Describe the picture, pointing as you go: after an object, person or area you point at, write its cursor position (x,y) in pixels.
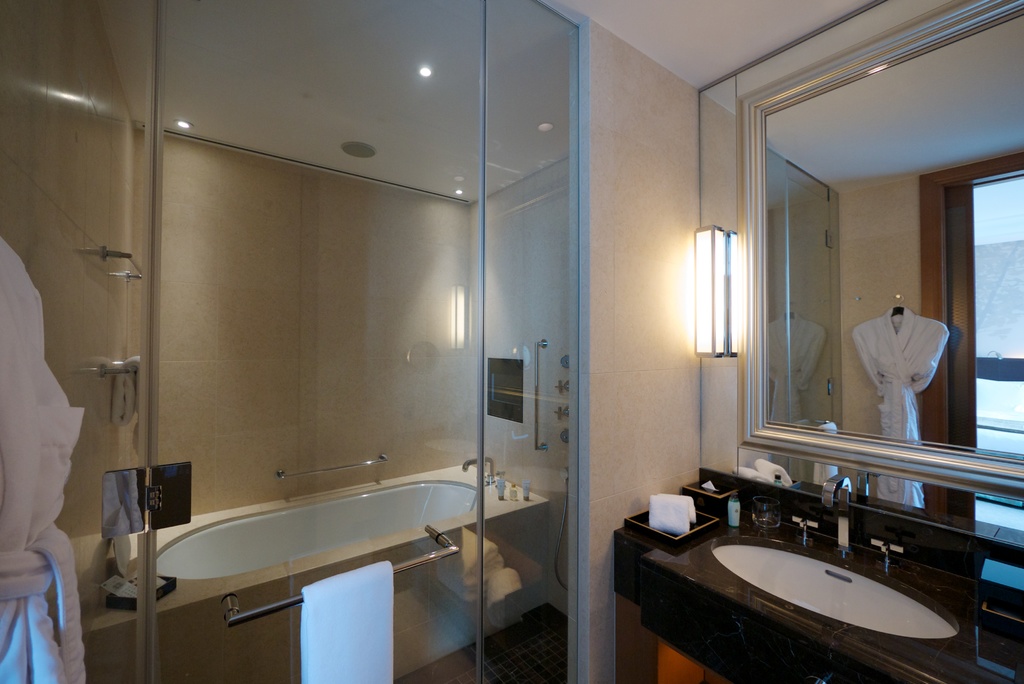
In this picture I can observe bathtub (332,538) and towel bar (251,618) fixed to the glass (217,580). On the right side (831,308) I can observe mirror (850,349) and sink (827,575). In the background (258,287) I can observe a wall (374,401).
